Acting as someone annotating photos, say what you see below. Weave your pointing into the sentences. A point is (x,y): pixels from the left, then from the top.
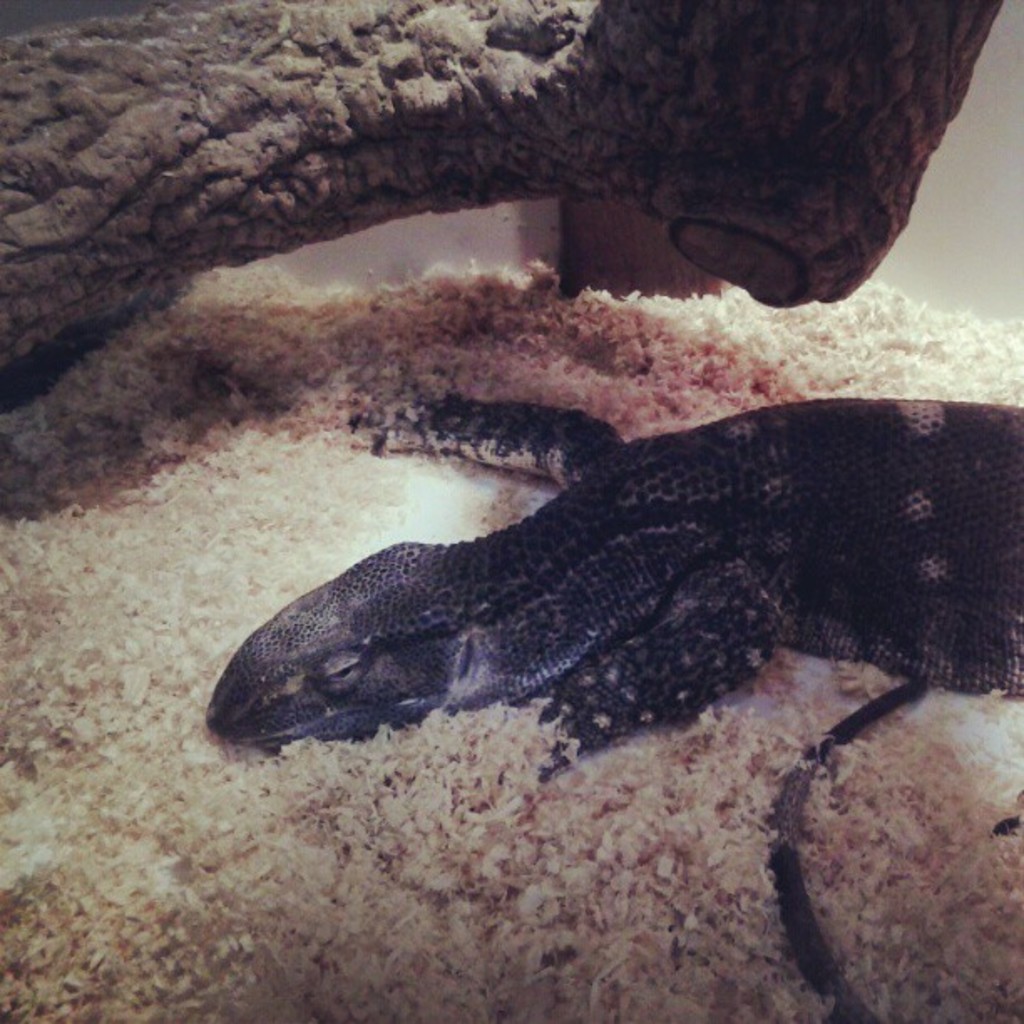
We can see reptile (686,571) and wooden branch (449,206).
